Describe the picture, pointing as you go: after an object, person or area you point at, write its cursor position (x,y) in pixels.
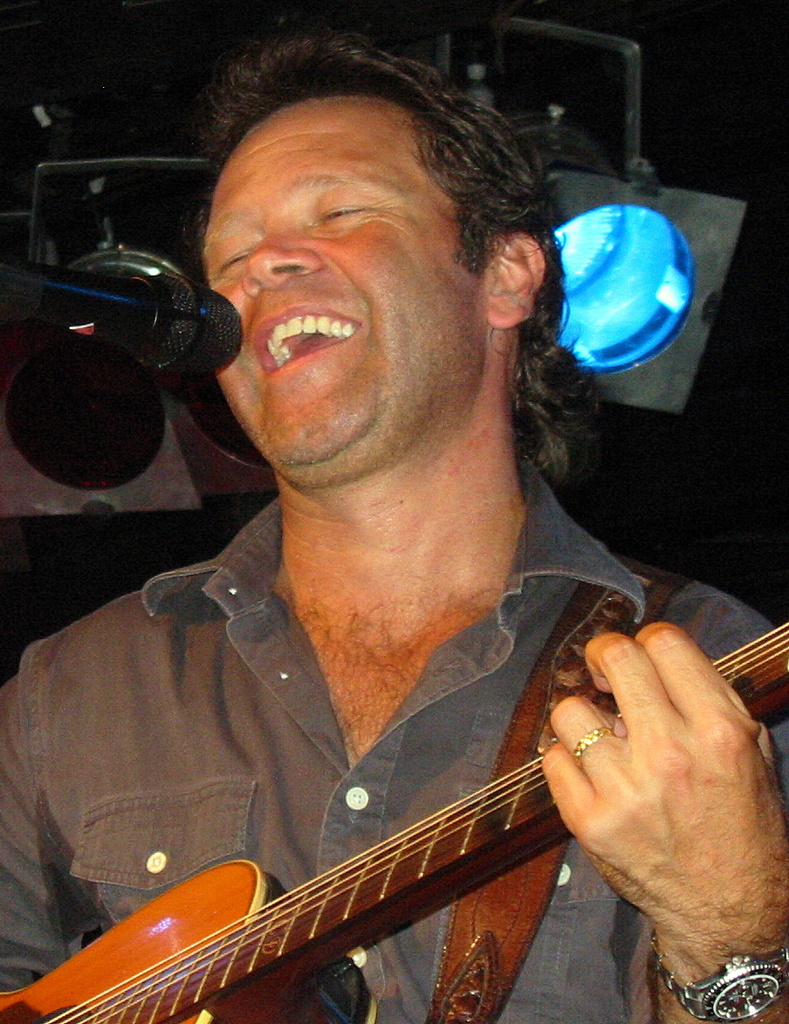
In this image a man (288,417) is singing along with playing guitar (399,877). In front of him there is a mic (128,295). Behind him there is a light (636,240).
